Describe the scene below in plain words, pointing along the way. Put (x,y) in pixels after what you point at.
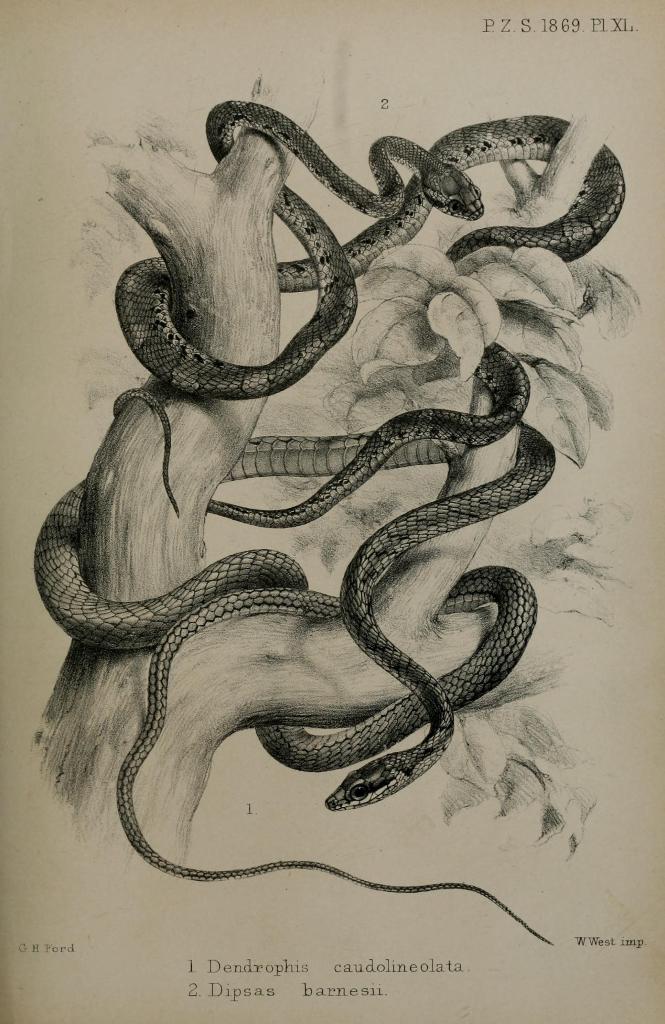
It is a poster (215,656). In this image there are depictions of snakes (171,365) on the tree (492,300) and there is text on the image.
